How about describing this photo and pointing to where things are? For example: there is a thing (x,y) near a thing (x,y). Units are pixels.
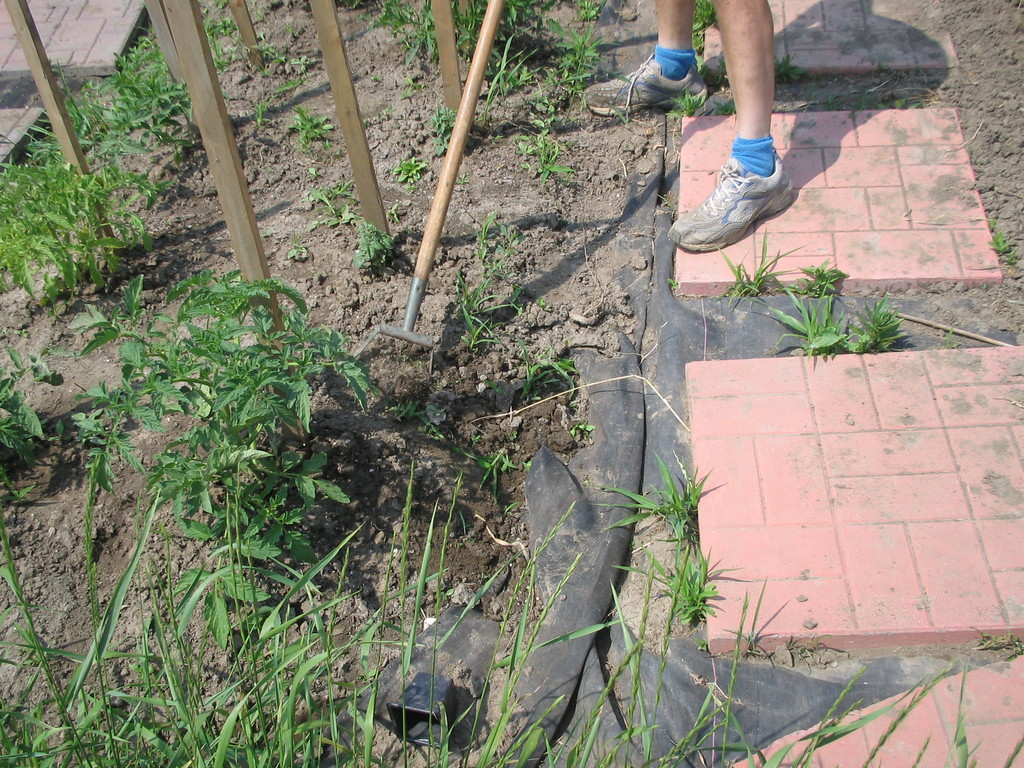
In this image I can see persons legs (652,80). Here I can see grass (405,583), wooden poles (229,211) and some other objects (668,457) on the ground (524,479).
